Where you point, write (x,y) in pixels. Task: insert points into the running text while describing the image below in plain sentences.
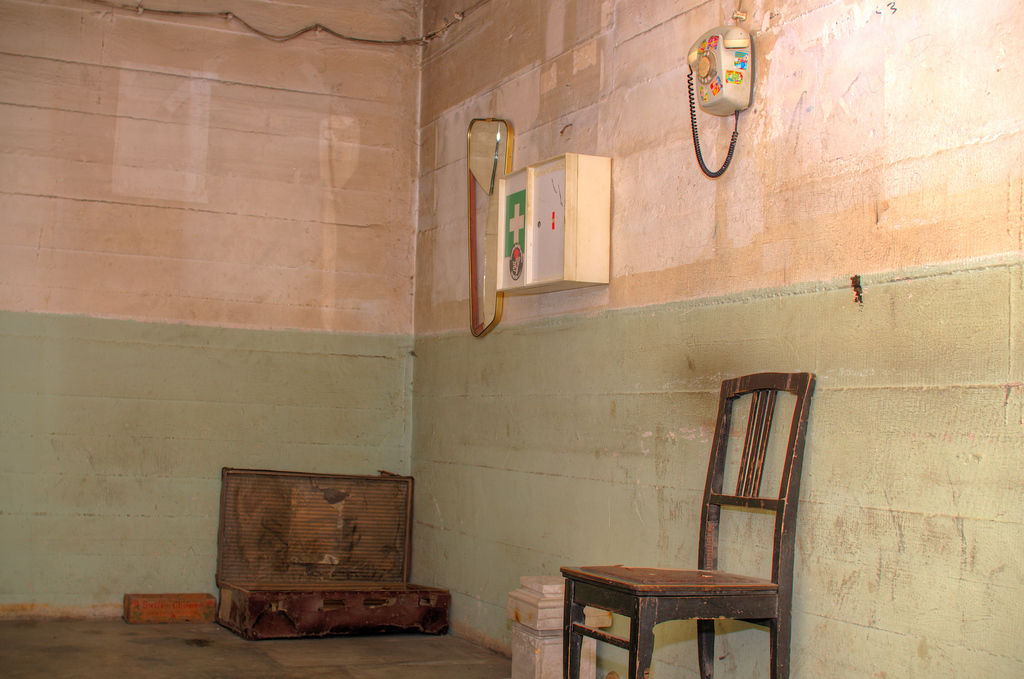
In this image I can see a black colour chair (622,603), a box (239,532) and few other stuffs (585,649) on floor (257,658). On this wall (496,337) I can see a mirror (479,330), a white colour first aid box (534,199) and a telephone (702,82) over here.
